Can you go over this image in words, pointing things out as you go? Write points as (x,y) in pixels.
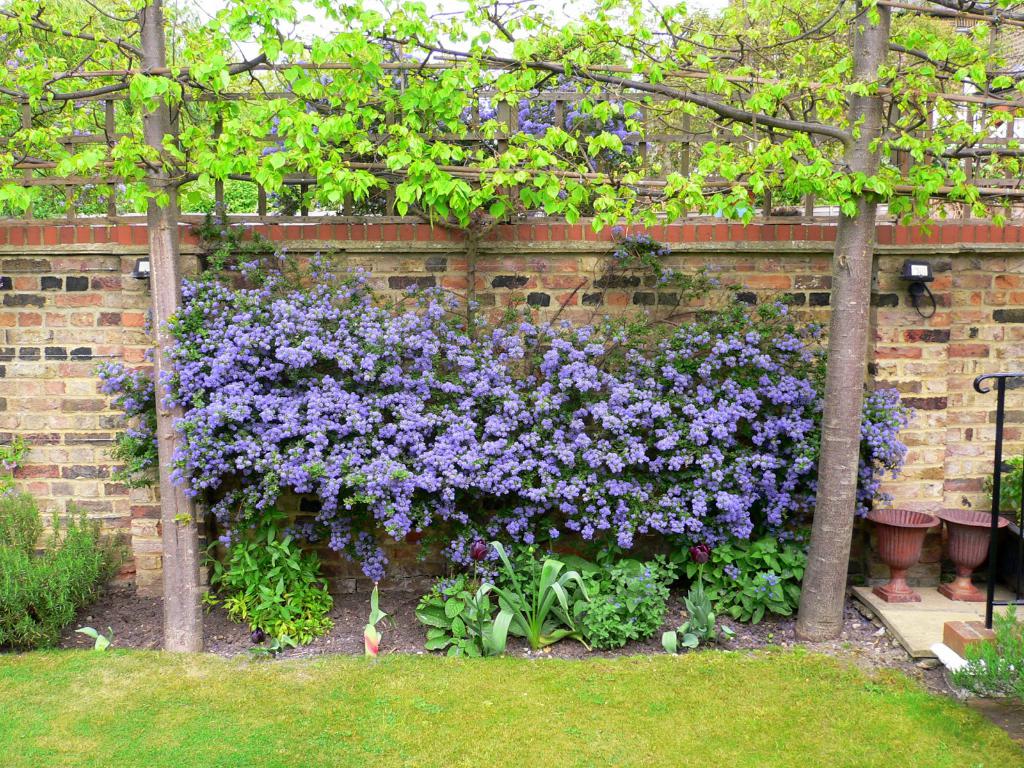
At the bottom of this image (399,727) I can see the grass (558,727). In the middle (475,382) there are many plants (200,465) along with the flowers (788,499) and there are two trees (171,490). Behind there is a wall (791,288). On the right side (980,535) a metal stand (992,566) and two pots (917,552) are placed on the ground (938,608). At the top of the image (411,139) many leaves (227,121) are visible. In the top right-hand corner (1021,44), I can see the roof (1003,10) of a house (1009,31). At the top of the image (465,24) I can see the sky (387,21).
